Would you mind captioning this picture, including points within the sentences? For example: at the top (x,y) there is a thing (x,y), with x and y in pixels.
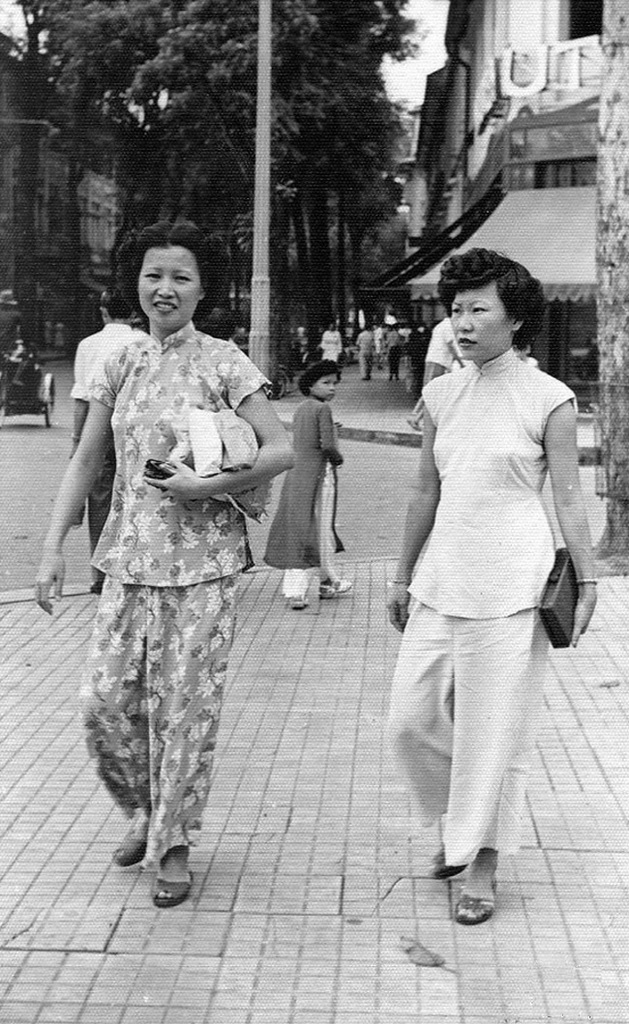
It is a black and white picture. There are two women (147,458) holding different objects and walking on the path (354,940). In the background (333,152) there are trees (239,160) and also buildings (465,87). There are also people (317,369) walking on the road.
